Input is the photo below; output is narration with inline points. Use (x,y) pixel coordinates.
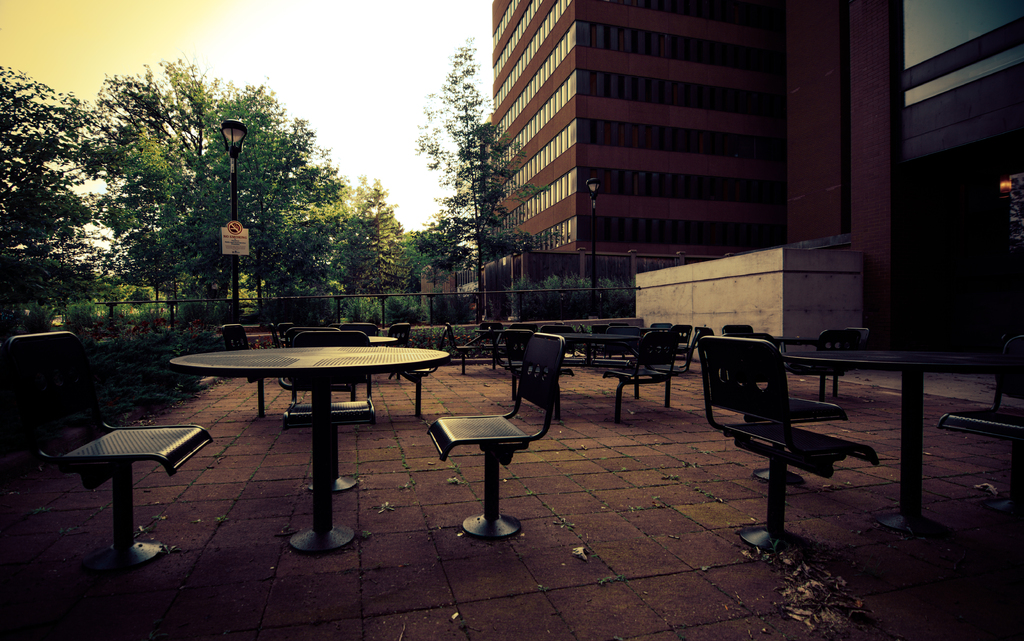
On the back (584,232) there is big building (744,234) and there are many tree (248,259) over here and there are also many chair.
